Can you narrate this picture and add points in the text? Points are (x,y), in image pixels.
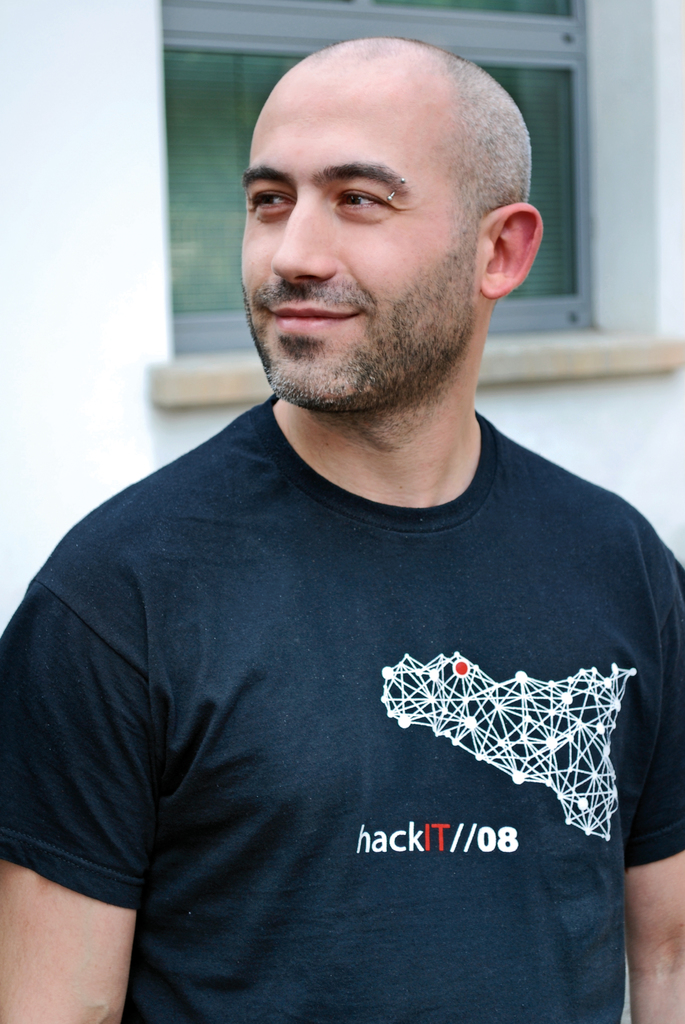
In this image, we can see a person (439,714) is smiling. Background (12,455) there is a blur view. Here we can see wall (56,336) and window (229,282).
